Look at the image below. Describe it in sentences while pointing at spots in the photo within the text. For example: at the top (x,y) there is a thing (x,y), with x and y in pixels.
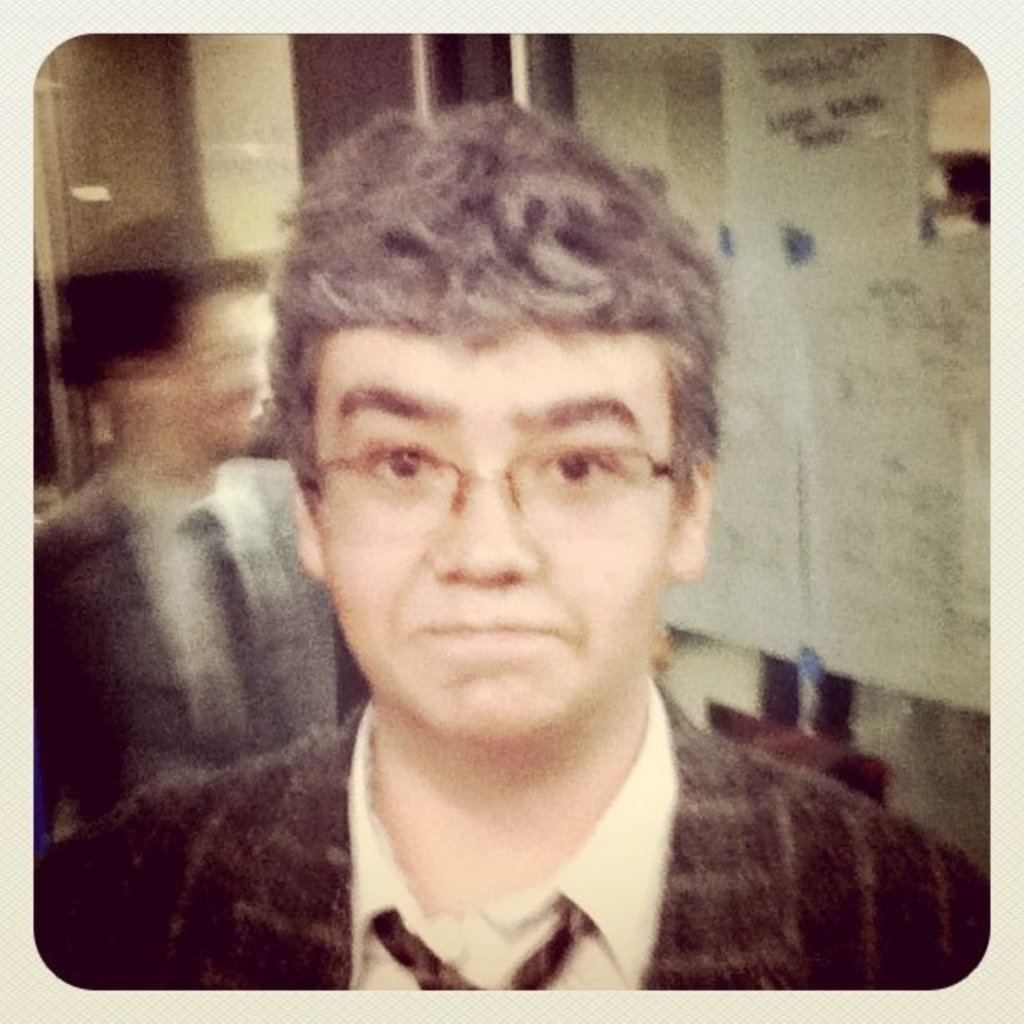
In the image there is a man (450,469) with spectacles (571,500). Behind him there is a blur image with a person (157,422) and papers (864,319) in the glass walls (812,489).
